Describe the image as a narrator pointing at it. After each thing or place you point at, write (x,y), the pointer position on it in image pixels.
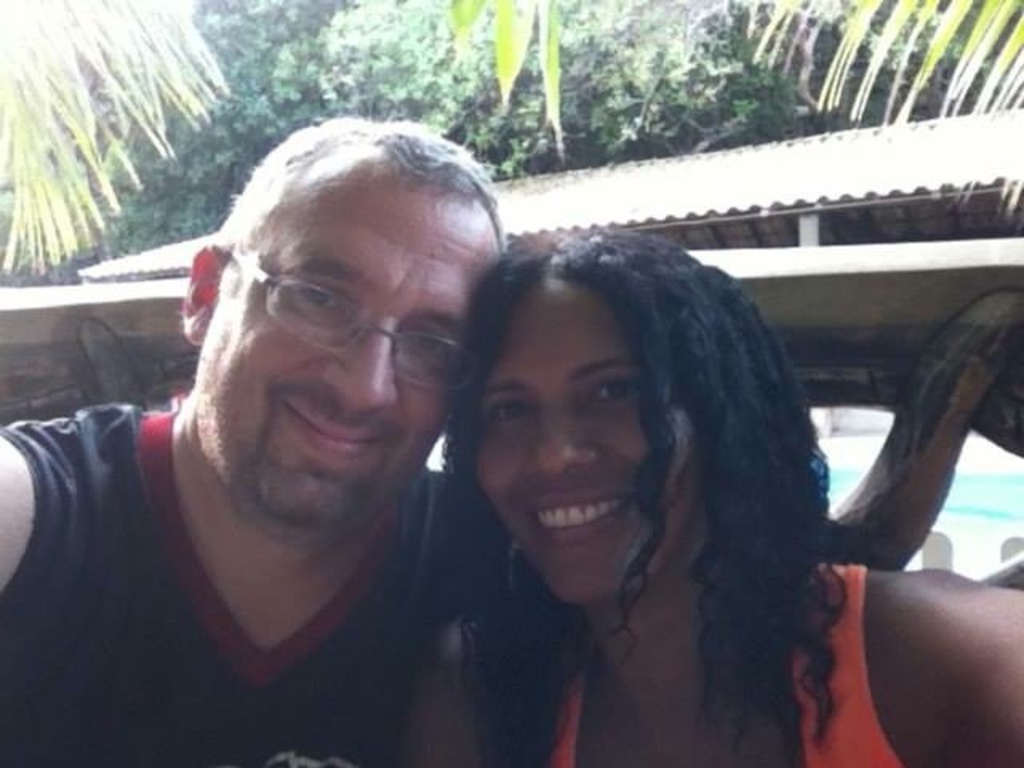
In this image I can see a man (322,591) is smiling, he wore black color t-shirt (207,615). Beside him a woman (687,587) is also smiling, she wore orange color top (843,626). Behind them there is the shed (831,287), at the top (567,79) there are trees (536,91).
